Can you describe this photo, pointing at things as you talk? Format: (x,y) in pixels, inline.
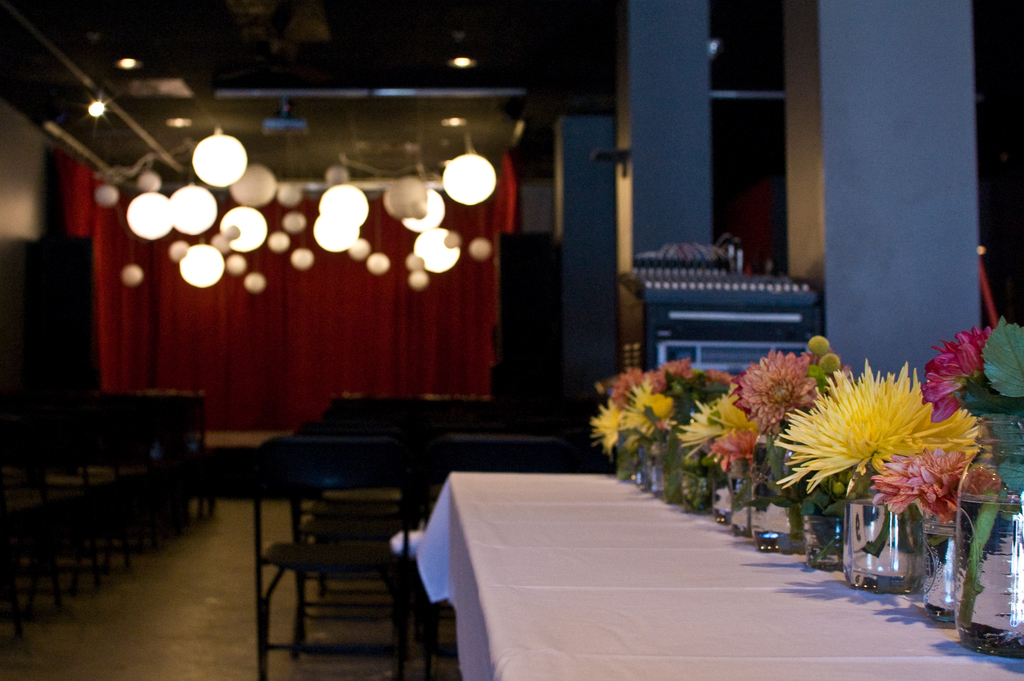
In this image there are paper lanterns (137,212), curtains (277,200), chairs (536,425), tables (623,598), speakers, pillars (842,312), flowers (894,499), glass (868,505), plants (810,501), on a table (592,580).
